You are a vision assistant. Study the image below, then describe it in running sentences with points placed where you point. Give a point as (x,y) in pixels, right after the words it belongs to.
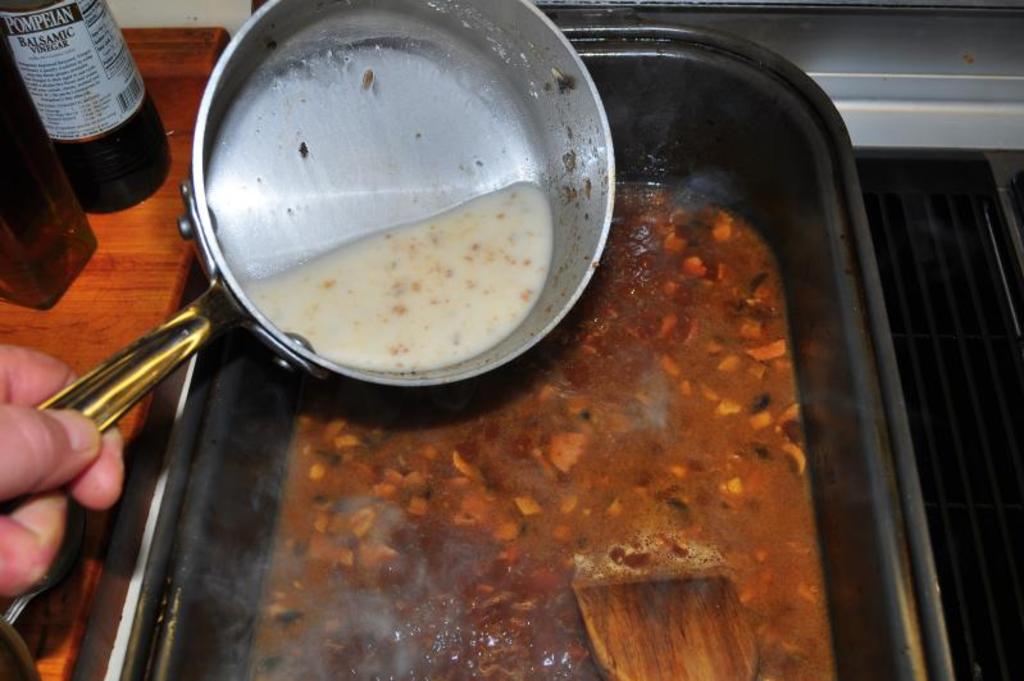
In this image there is a stove (945,396). On the stove (945,396) there is a tray (864,310). In the tray (777,124) there is some food (470,449) and a wooden stick (601,647). On the left side (92,443) there is a person (38,427) who is pouring the liquid (375,264) which is in the pan (376,163) into the tray (615,507). On the left side (138,233) there is a table (131,264) on which there are glass bottles (76,138).
